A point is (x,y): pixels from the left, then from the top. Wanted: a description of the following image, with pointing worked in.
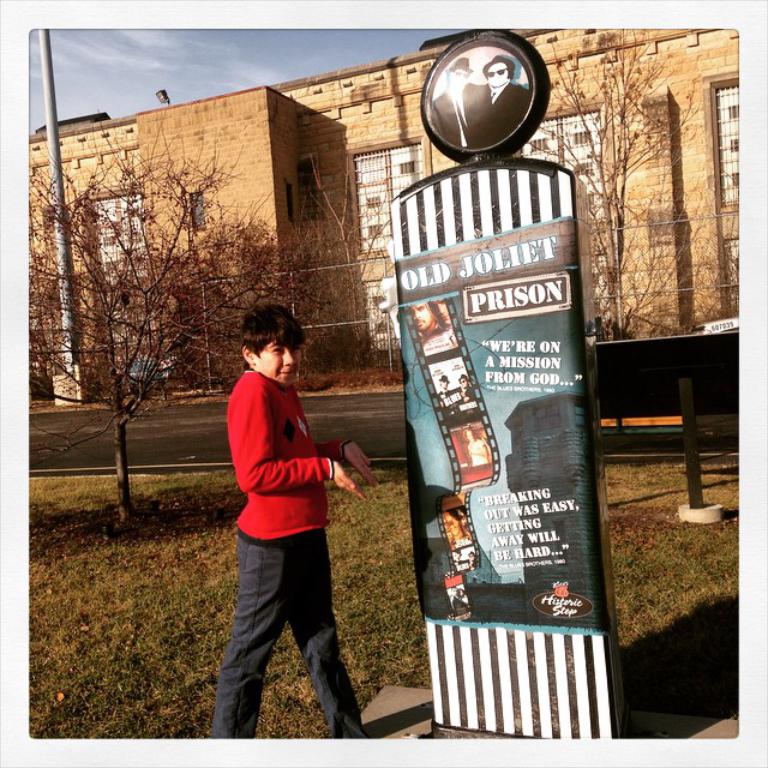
In this image I can see the person (281,469) with the red and black color dress (291,553). To the side of the person (318,579) I can see the board (413,530). In the background (371,347) I can see many trees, pole (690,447) and the building (114,317). I can also see the sky (106,74) in the back (250,61).
